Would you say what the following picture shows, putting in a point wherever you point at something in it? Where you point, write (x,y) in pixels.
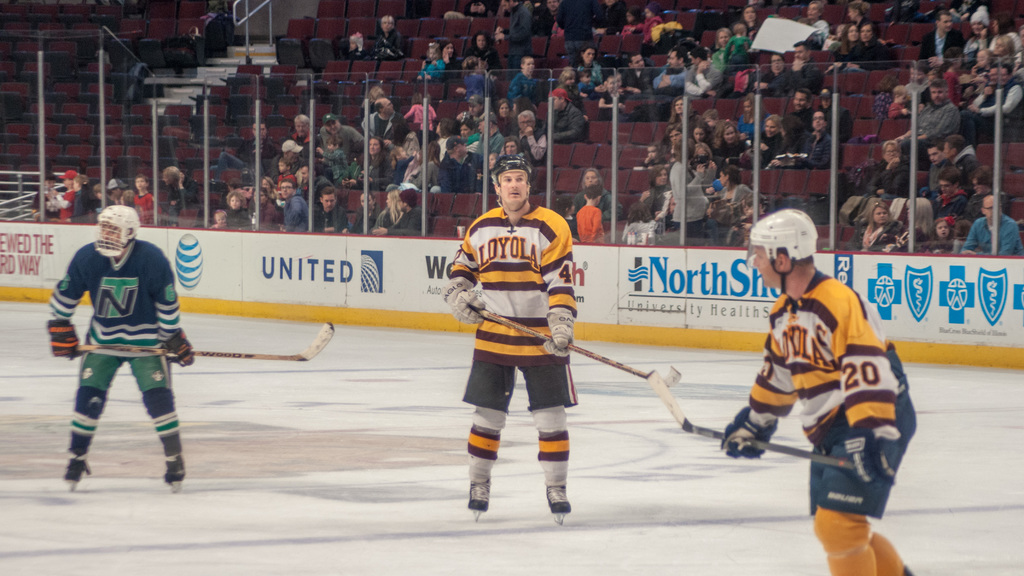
In the image there are three men (542,412) standing with hockey sticks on the ice floor (336,446), in the back (798,60) there are many audience (560,118) sitting on chairs (251,119) and looking at the game.
